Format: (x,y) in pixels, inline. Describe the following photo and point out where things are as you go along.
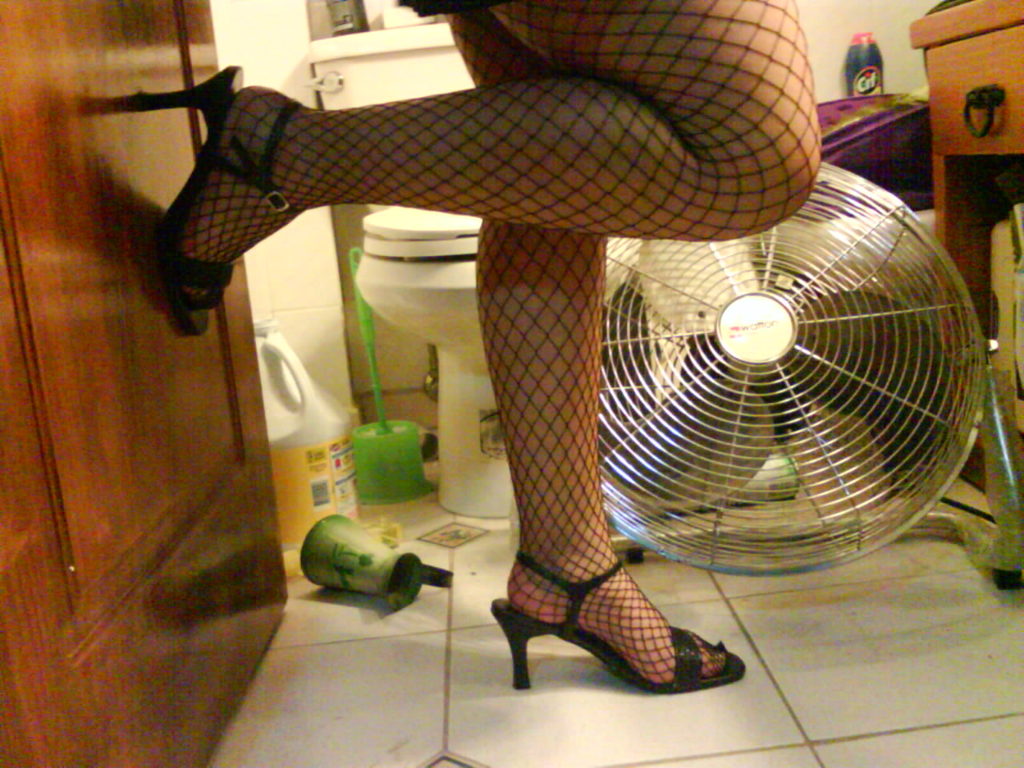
In this image I can see the person (376,168) with the footwear (597,648). To the side of the person (513,431) I can see the table-fan (716,517), can (310,471) and many objects (414,459) on the floor (370,510). In the background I can see the toilet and few objects (343,23) on the shelf (323,51). To the right (939,165) I can see the wooden object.
